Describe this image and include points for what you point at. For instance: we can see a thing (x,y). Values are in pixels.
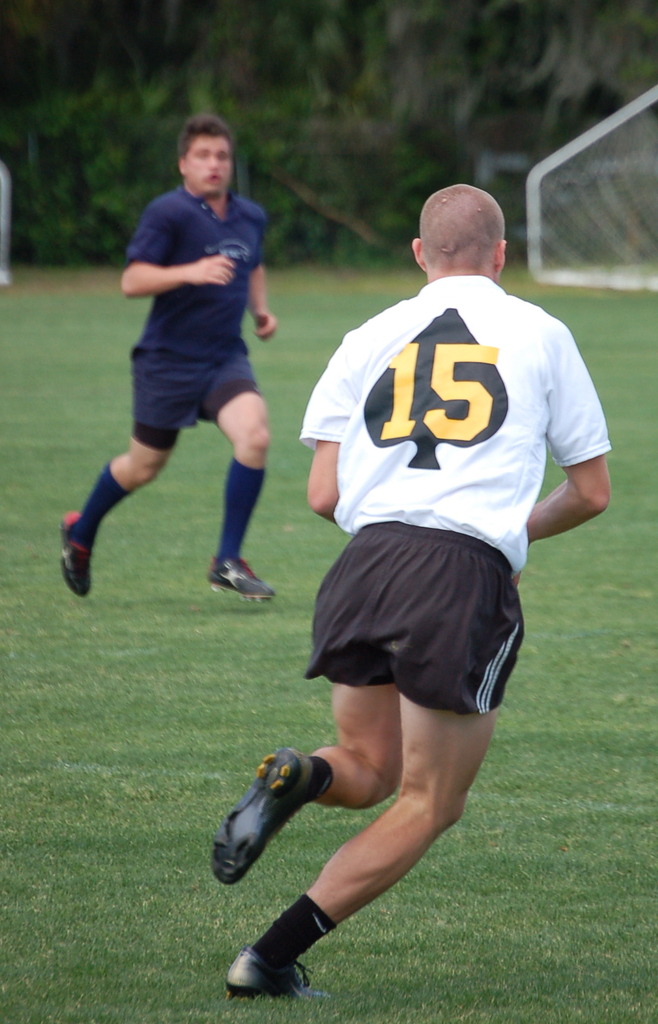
In this image I can see there are persons (189,386) running on the ground (166,607). And there is a grass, Trees (346,115) and a net (640,171).
